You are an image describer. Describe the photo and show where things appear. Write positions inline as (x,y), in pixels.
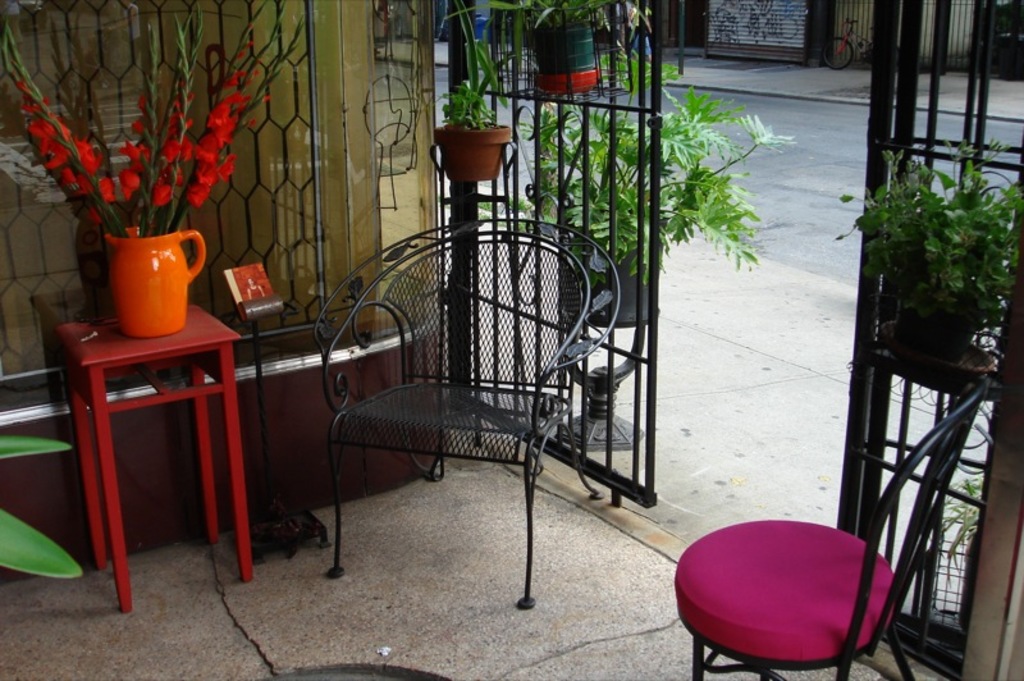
In this image we can see chairs (691,559), table (105,437) on which flower vase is placed, gate (612,251) and flower pots (934,254).
